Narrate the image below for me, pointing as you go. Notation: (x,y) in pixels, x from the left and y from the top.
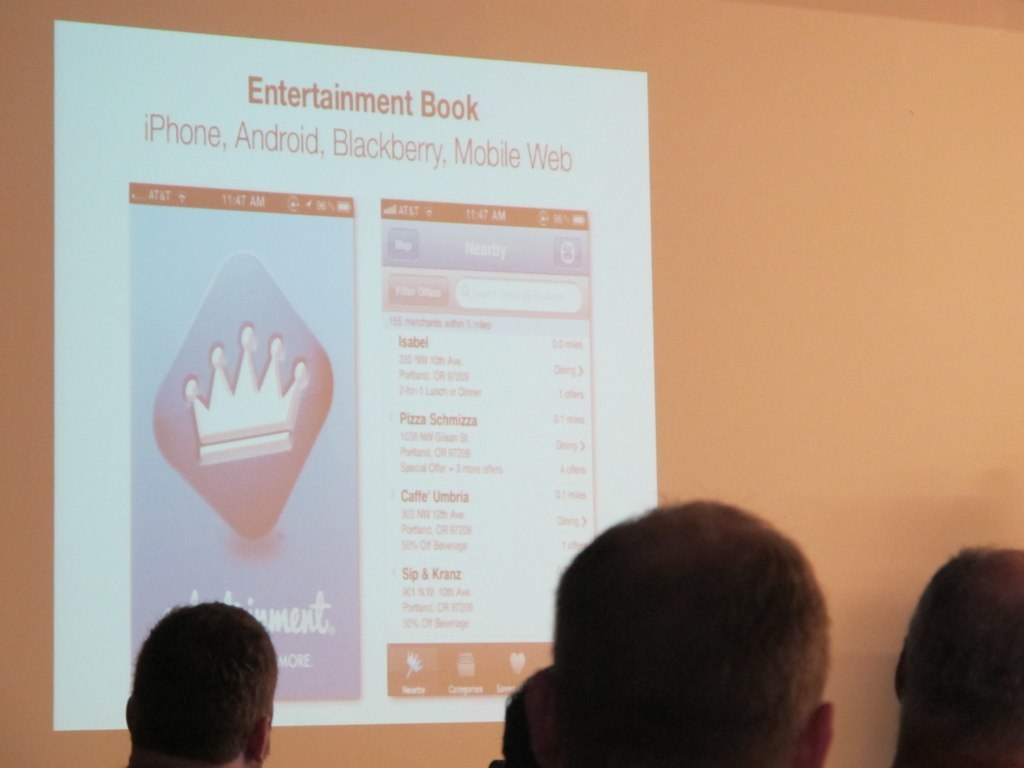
In this image I can see group of people (664,605), in front I can see a projector screen (326,434).
